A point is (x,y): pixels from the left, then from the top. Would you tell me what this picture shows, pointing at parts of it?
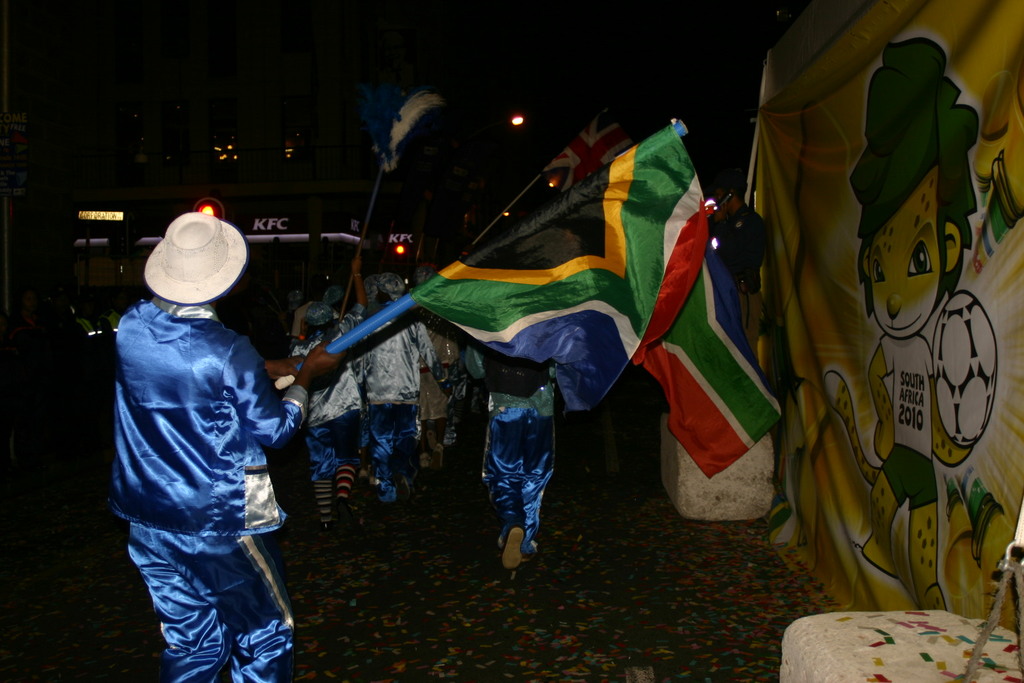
In this image there are a few people (338,357) walking and few are holding flags (583,194) in their hands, in the background (14,216) there are buildings (380,68) and on the right side of the image (797,172) there is a banner (885,267) with an image (872,257), in front of that there are two rocks (760,505).
